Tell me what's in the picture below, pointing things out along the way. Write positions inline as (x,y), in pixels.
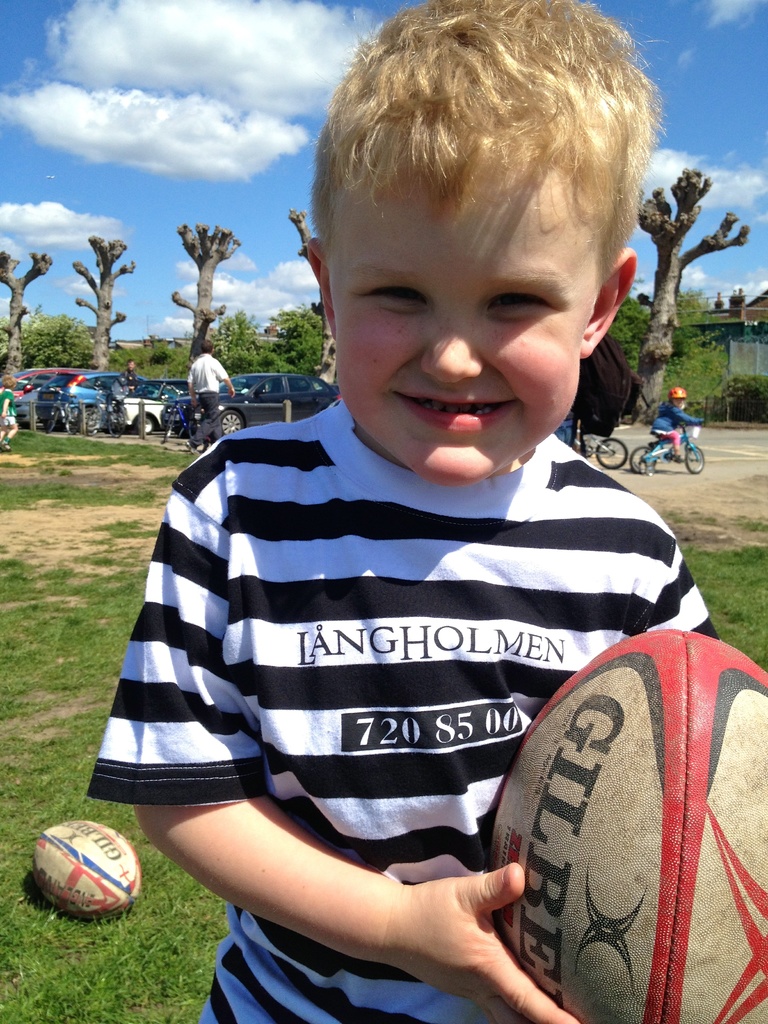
In this image i can see a child (453,652) holding a rugby ball (673,767) in his hand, and in the background (238,419) i can see some vehicles (184,390) and a person (195,397) walking and a child (676,421) riding the bicycle (689,441), some trees (202,305) and a sky (166,230).
